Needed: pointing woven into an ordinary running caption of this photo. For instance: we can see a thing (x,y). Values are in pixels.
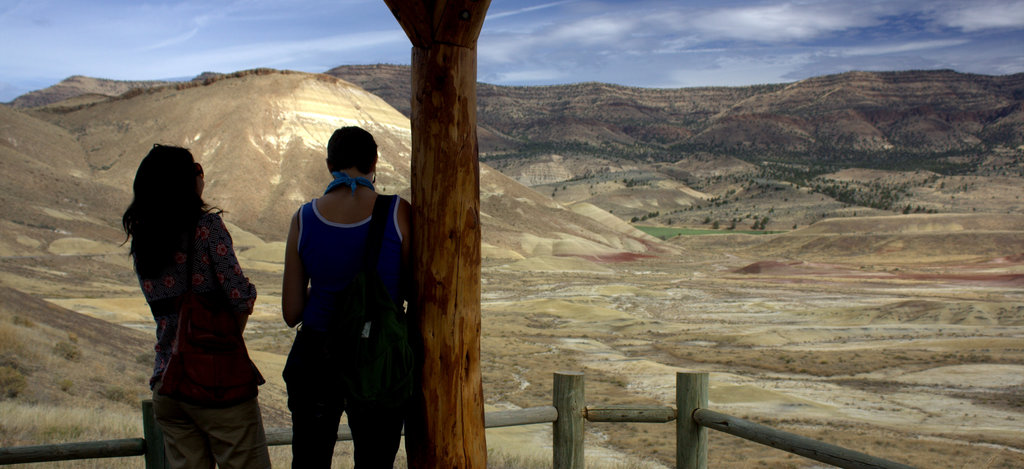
In this picture I can see there are two women (295,342) standing and there is a wooden pole (431,211) at the center (461,243) and there is a fence (692,405) and there are mountains (522,207) in the backdrop (695,131), there are trees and the sky (356,51) is cloudy.
